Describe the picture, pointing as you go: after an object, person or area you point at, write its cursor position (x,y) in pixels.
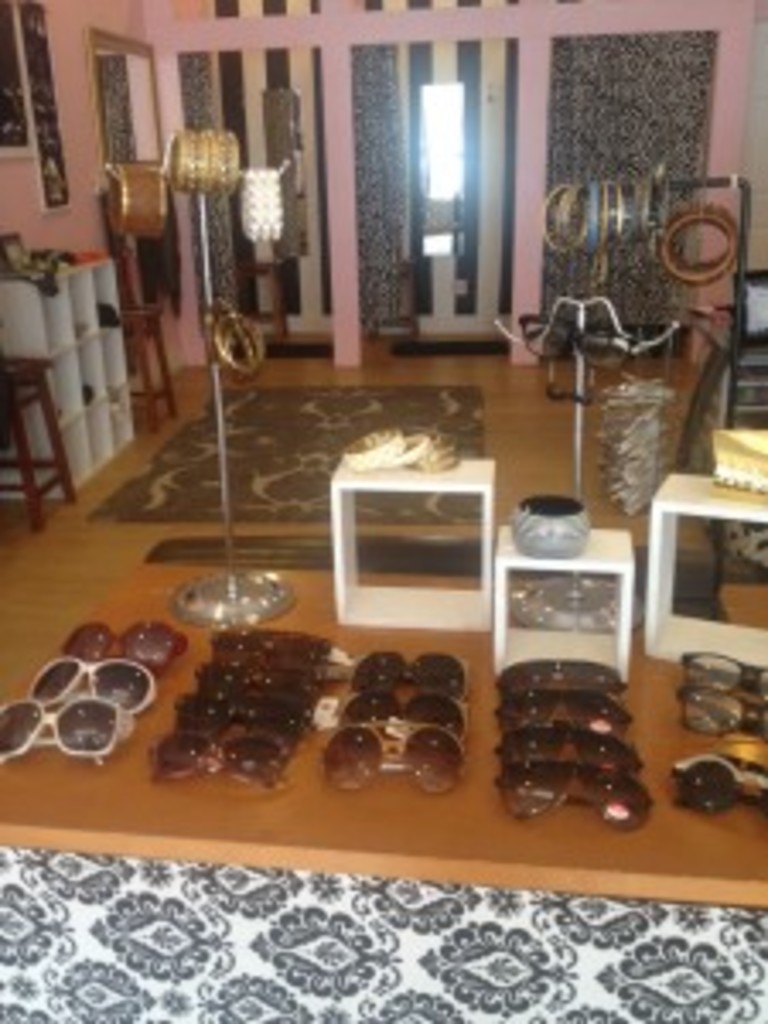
The image is taken inside a room (1,661). In the foreground of the picture (455,693) there are spectacles (372,685), bangles (416,462), boxes (662,571), stand (221,492), hanger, table (369,807) and various objects (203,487). In the middle of the picture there are stools (127,336), chair (159,329), closet (99,363), frames (24,101) and other objects (728,363). In the background (567,71) we can see mirrors (117,110), wall (353,116) and other objects (652,97).
